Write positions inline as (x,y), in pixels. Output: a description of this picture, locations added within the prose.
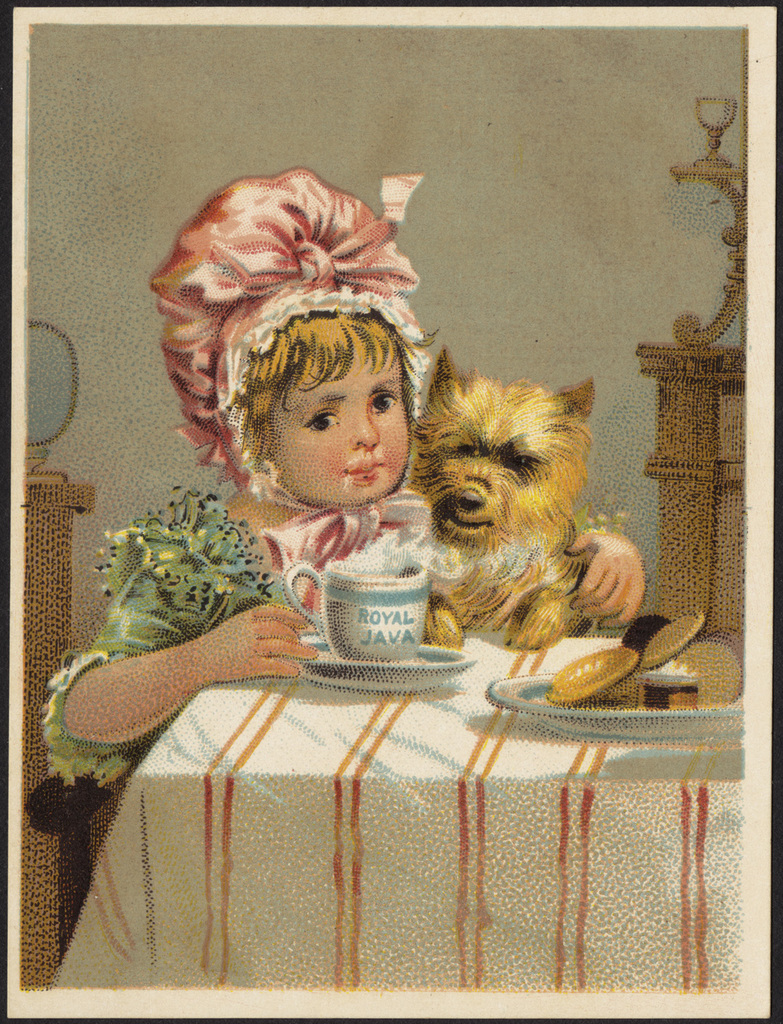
This might be a painting, in this image in the center (282,370) there is one child (210,463) sitting and she is holding a dog (543,614). In front of her there is a table (526,760), on the table (633,824) there is a plate (523,681), cup (382,604), saucer (466,664), biscuits (686,657), and in the background (691,372) there are some objects (653,360) and wall (284,154).
